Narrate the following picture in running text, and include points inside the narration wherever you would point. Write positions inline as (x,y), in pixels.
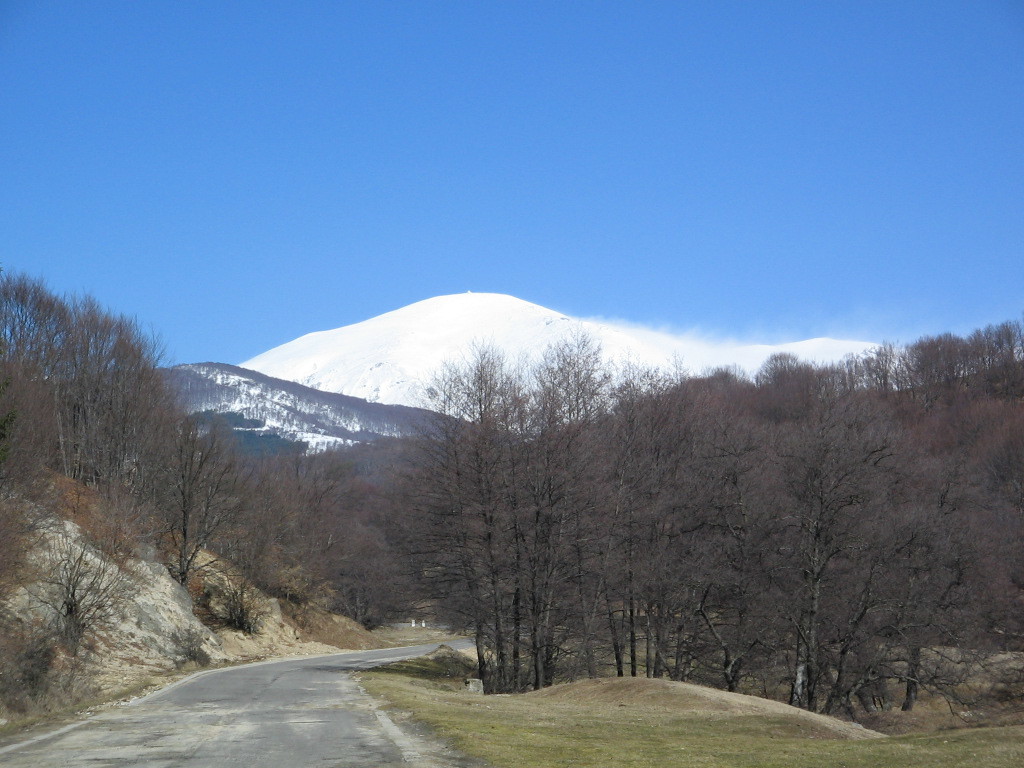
In this image I can see a road (308,680), number of trees (524,496), mountains (679,358) and the sky (390,241) in the background (502,261).
